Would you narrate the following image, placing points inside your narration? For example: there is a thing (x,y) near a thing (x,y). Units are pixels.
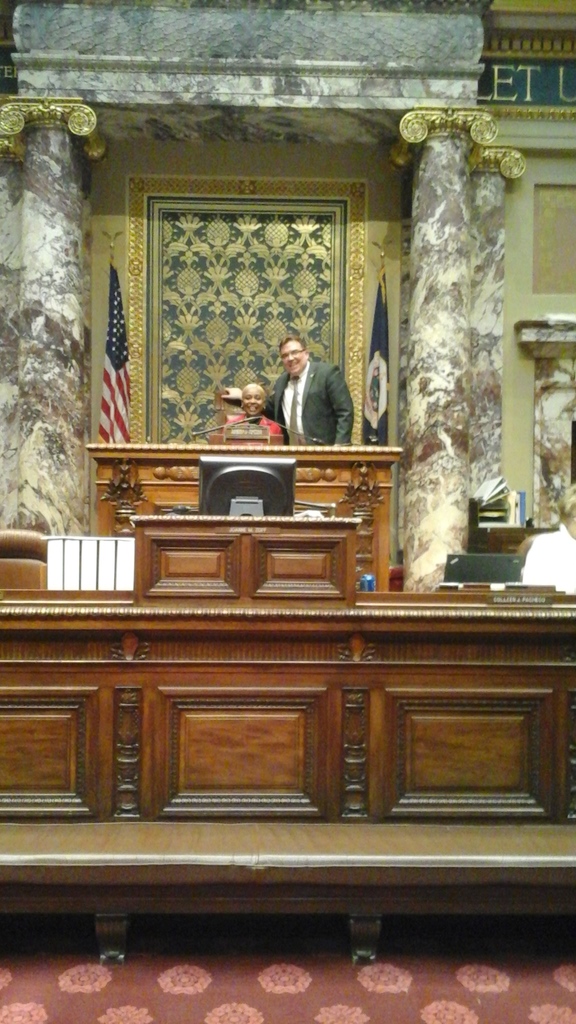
She is sitting on a chair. He is standing. There is a table (341,492). There is a microphone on a table (323,459). We can see in background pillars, cupboard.
